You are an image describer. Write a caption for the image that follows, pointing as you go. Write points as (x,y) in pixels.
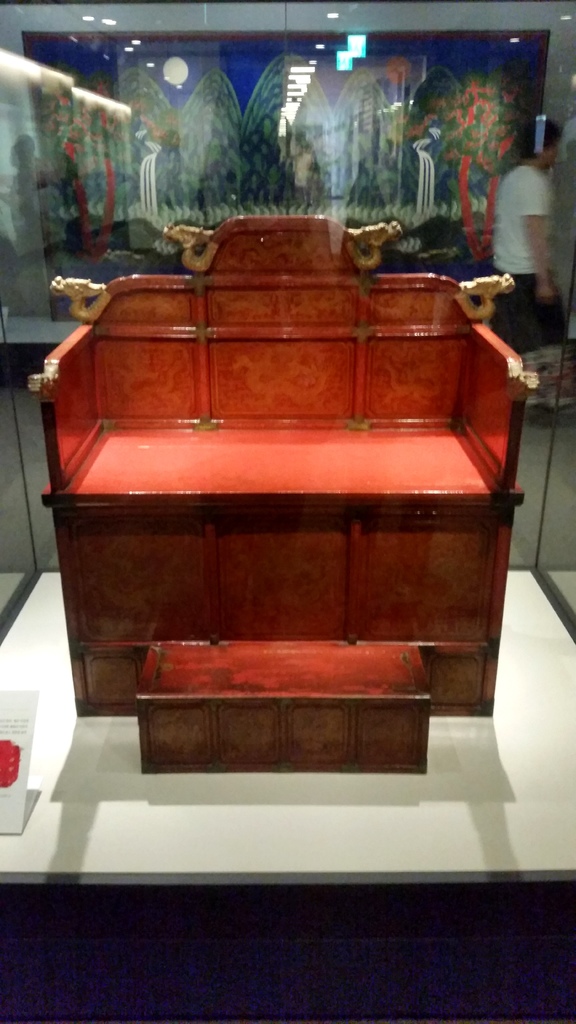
In the foreground of this image (84,650), there is a red color chair (366,539) like an object (342,606) inside the glass (575,531) on the white surface (222,827). In the background (517,269), there is a man (548,206) walking and a frame (491,53) on the wall (329,31).
